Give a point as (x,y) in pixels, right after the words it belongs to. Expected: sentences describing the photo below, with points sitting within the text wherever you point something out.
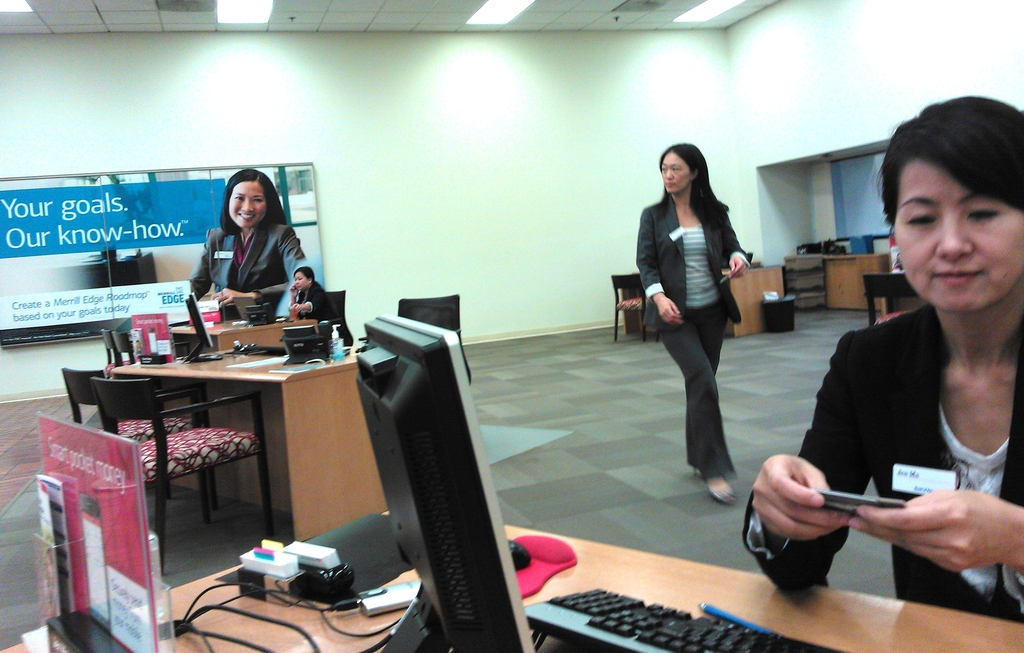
In the picture I can see 3 women (687,409) among them two are sitting on chairs (343,317) and one is walking on the floor (500,374). These women (775,470) are wearing coats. I can also see tables (601,558), chairs (212,466) and some other objects (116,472) on the floor (256,525). On tables (276,460) I can see monitors (463,484), keyboards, wires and some other objects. In the background (442,174) I can see a wall (429,144) which has a board (61,229) attached to it and ceiling (306,15) which has lights (497,3).
